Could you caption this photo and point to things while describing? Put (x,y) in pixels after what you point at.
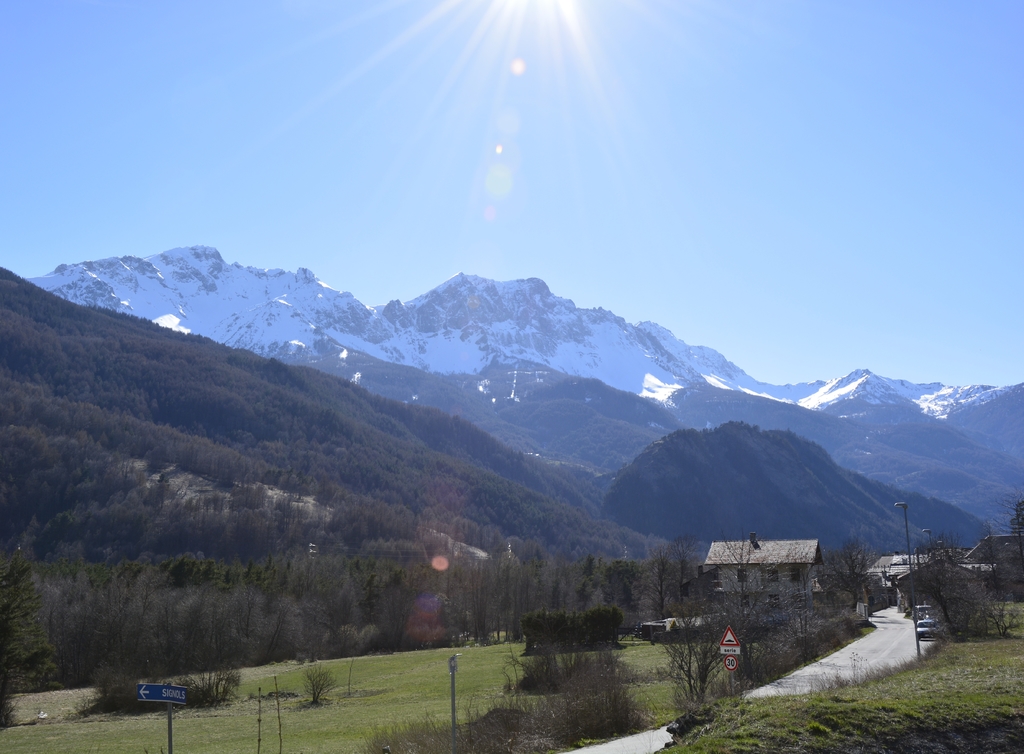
In this picture, we can see the ground (960,751) with grass (650,679), plants (567,681), trees (931,579), poles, lights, posters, signboards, houses (809,583) with doors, windows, mountains (252,558), and the sky (656,141), we can see sun shine (522,80).
